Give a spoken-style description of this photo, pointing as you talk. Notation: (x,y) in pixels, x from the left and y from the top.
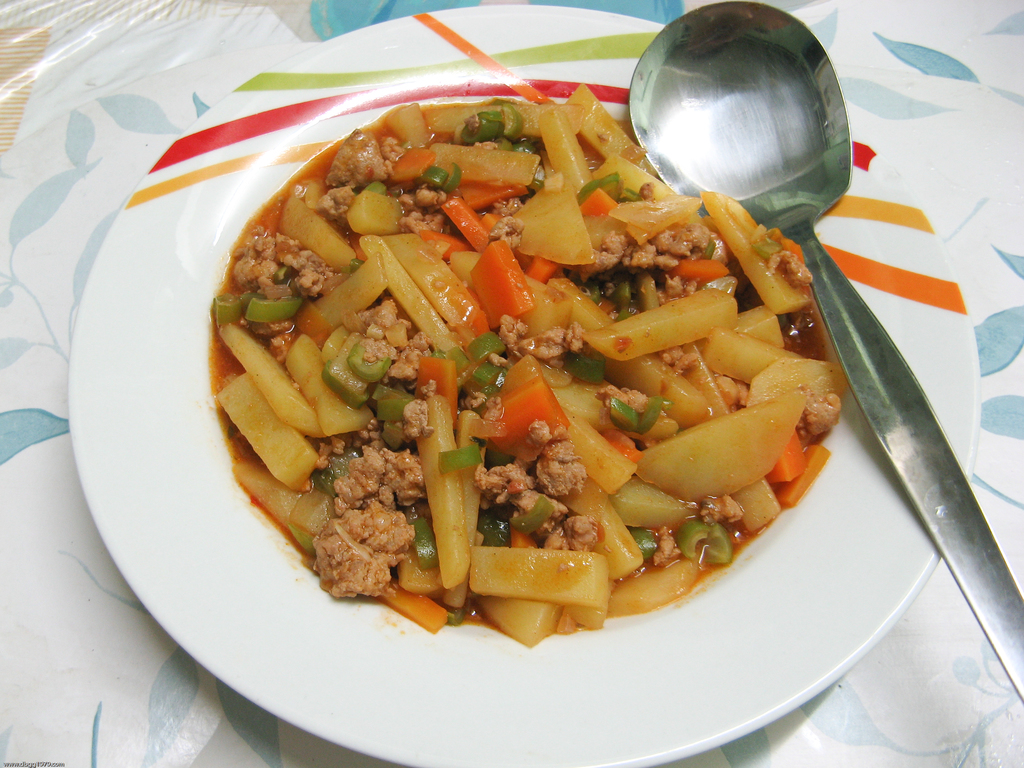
In this picture, we see a plate (791,643) containing food (418,455) and spoon (689,193) are placed on the table (81,217), which is covered with white color cloth (879,655).
